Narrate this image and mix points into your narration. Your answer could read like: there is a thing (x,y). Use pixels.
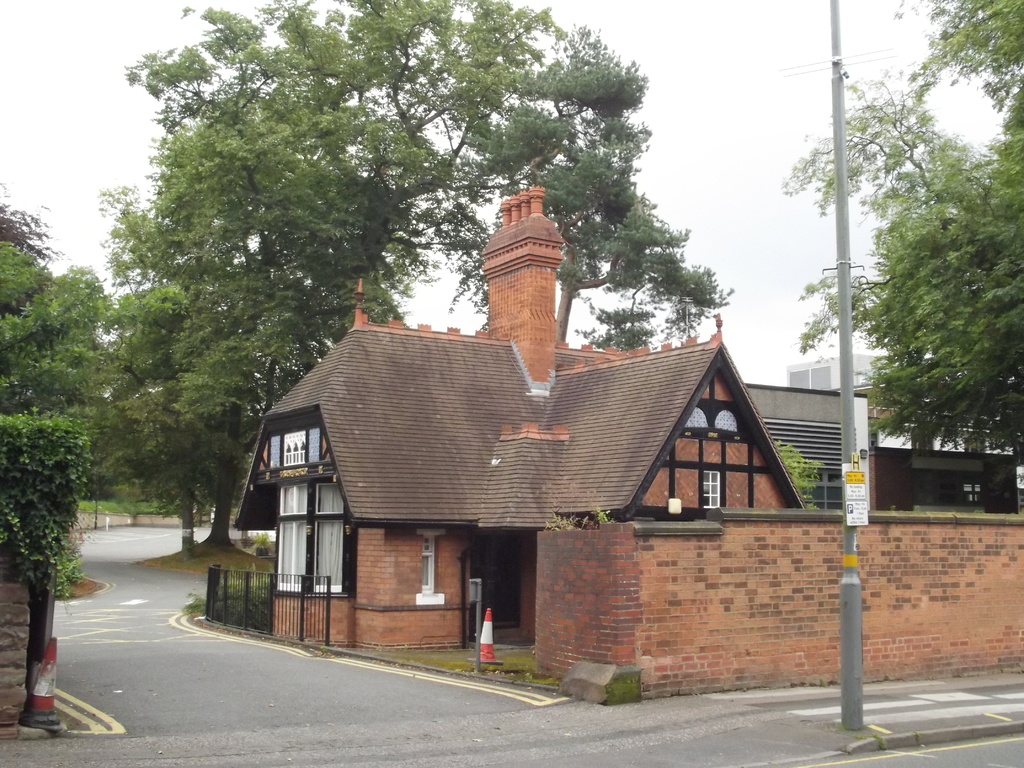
In this image there is a house (458,436) in the middle (458,436). In front of the house (310,510) there is a road (121,621). In the background (198,278) there are trees (373,274). On the right side (849,401) there is a pole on the footpath (898,714). At the top (757,123) there is the sky (720,99).
